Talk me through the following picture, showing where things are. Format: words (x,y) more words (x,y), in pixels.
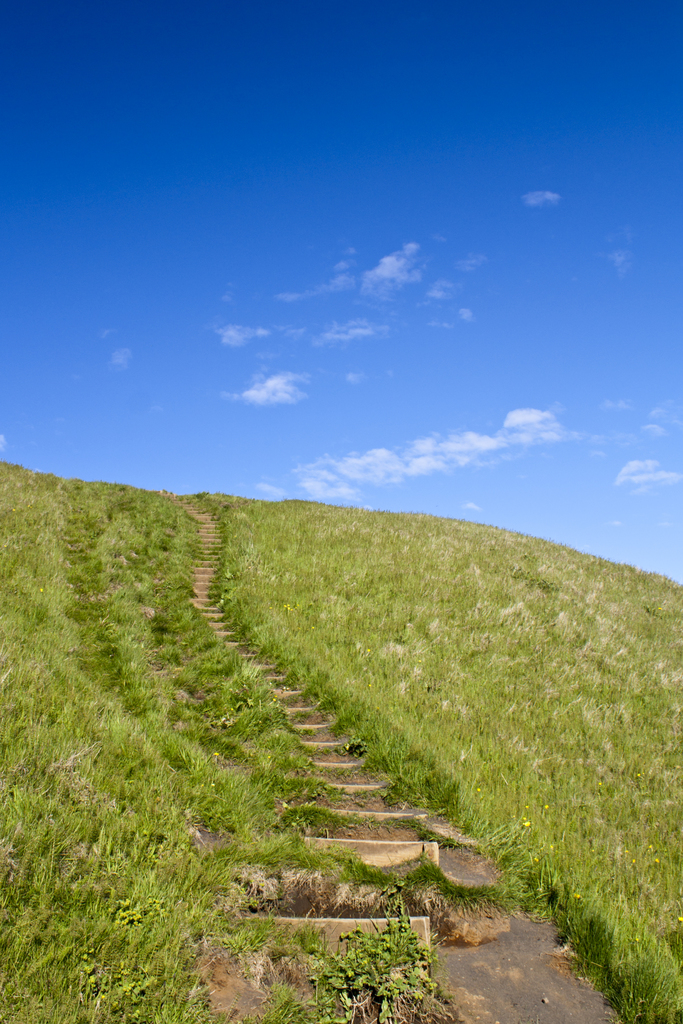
In this image I can see grass (56,931), stairs (340,942), clouds (281,387) and the sky (258,108) in background (324,369).
